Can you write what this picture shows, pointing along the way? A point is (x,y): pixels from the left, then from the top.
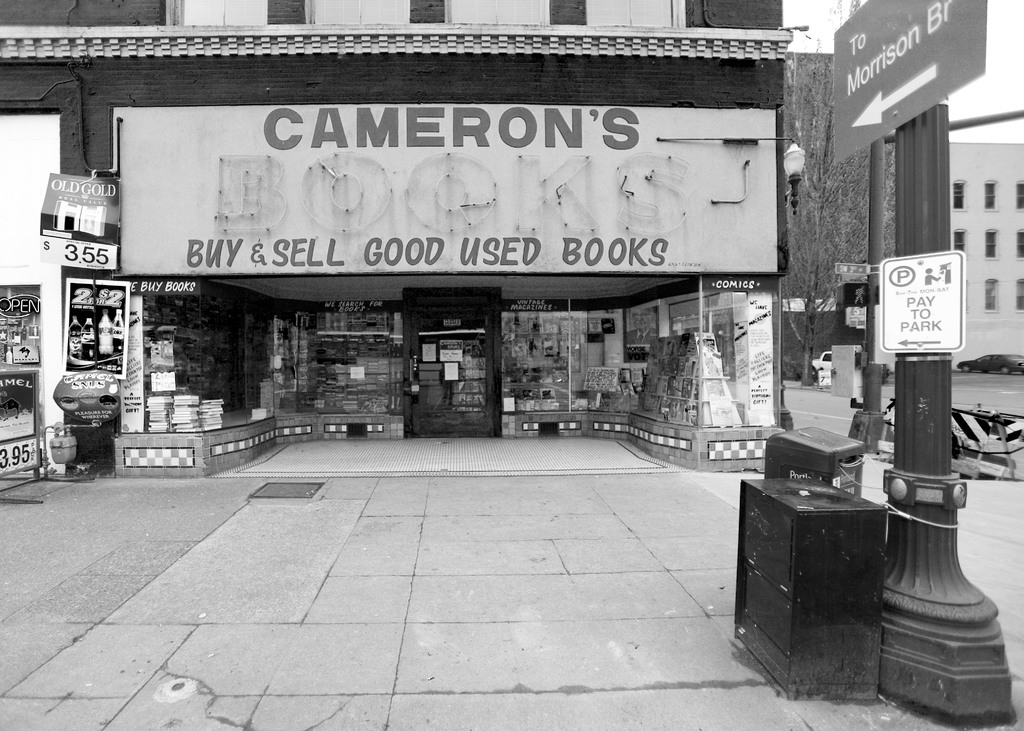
This is a black and white picture. On the right side (829,547), we see a black newspaper box (813,546), garbage bin (801,448) and a pole (918,367). We see the boards (859,99) with some text (913,295) written on it. In the middle (357,257), we see a board (328,243) with some text (668,205) written. We see the racks (348,355) and the shelves (341,339) on which the books (678,365) are placed. We see a table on which the books (214,417) are placed. This might be a bookstore (320,325). Beside that, we see a garbage bin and the boards (123,349) with some text (88,291) written. Behind that, we see a building (331,86). We see a street light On the right side (1008,318), we see the buildings (1004,219) and the cars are moving on the road (988,402). At the bottom (294,529), we see the pavement (264,530).
